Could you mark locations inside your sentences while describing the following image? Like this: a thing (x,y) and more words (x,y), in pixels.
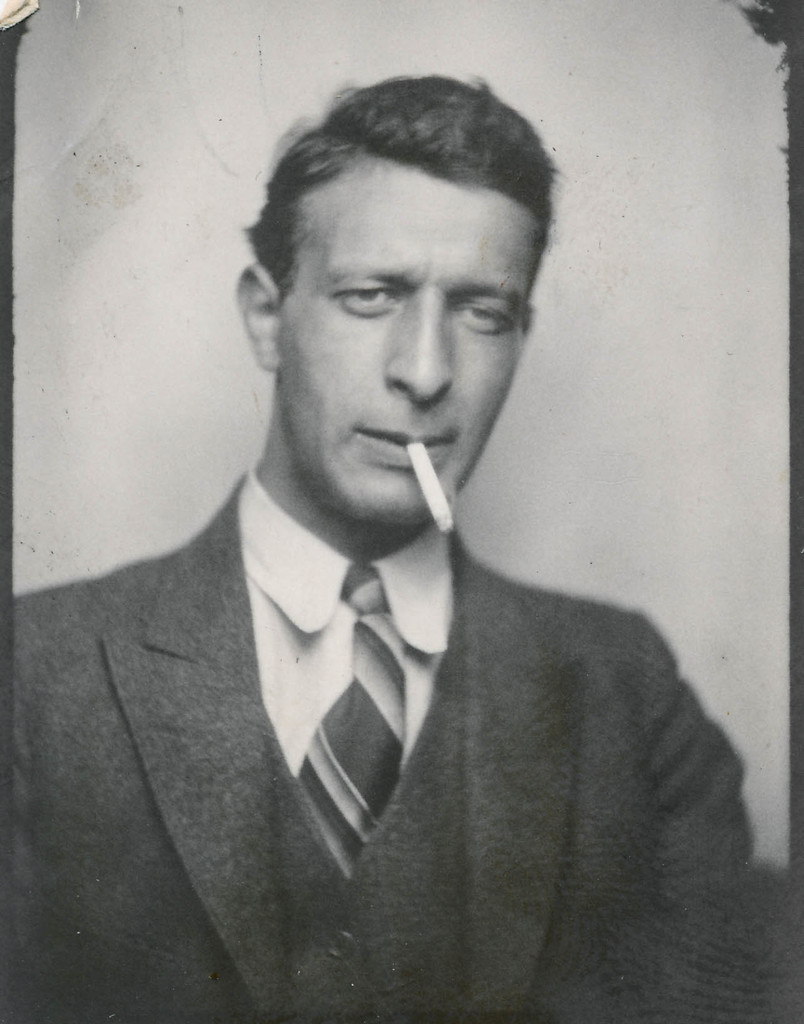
In the image we can see a frame (109,93), in the frame (485,295) a person (382,492) is standing and smoking.
